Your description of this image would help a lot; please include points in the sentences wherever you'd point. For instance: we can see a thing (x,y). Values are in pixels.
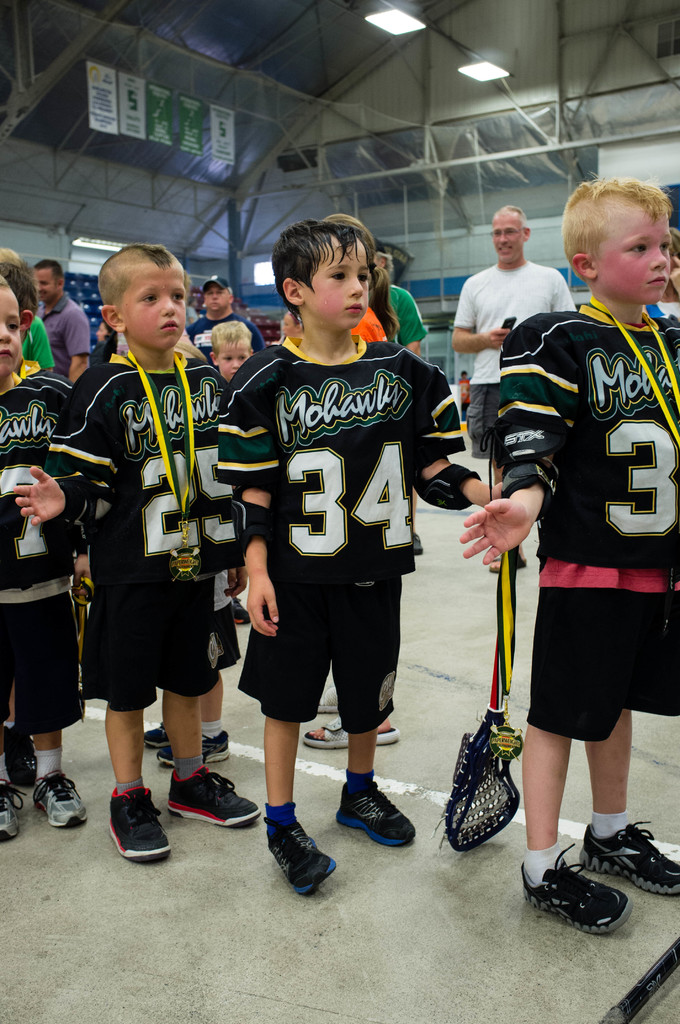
There is a group of persons (280,503) standing as we can see in the middle of this image (365,399). There is a net (503,178) and a wall (368,206) in the background (320,201). There are two lights (474,76) at the top of this image (415,22).
